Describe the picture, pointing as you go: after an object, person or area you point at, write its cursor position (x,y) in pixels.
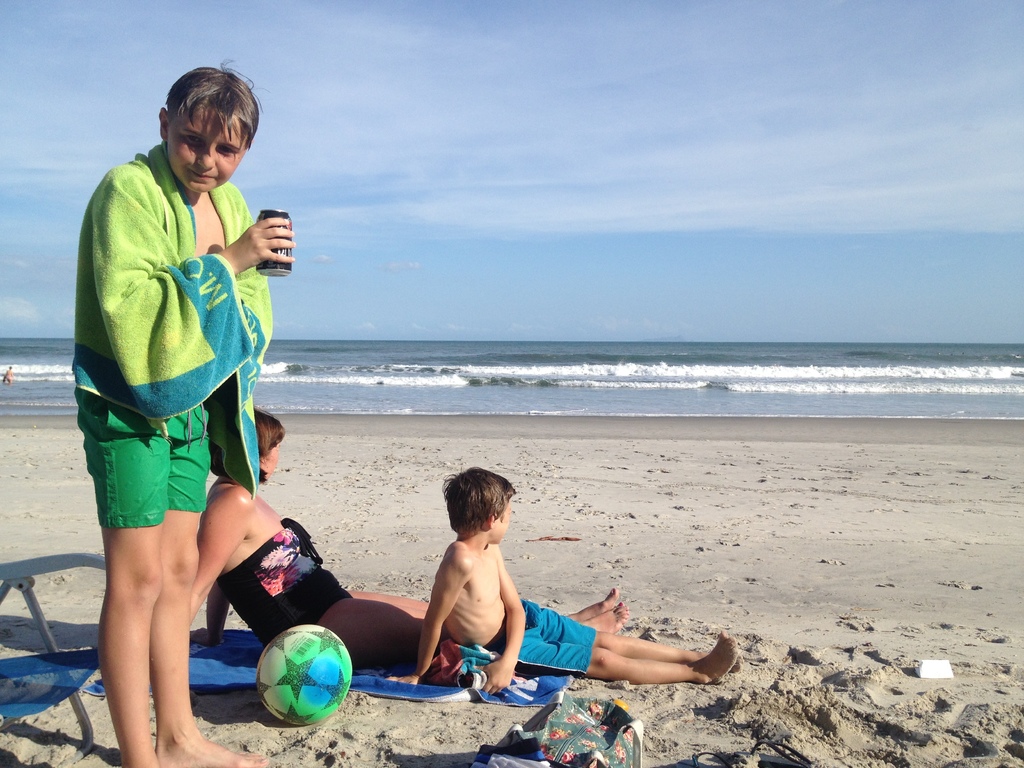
In this picture there is a person (146,469) wearing green short (150,479) is standing and holding a tin (257,266) in his hand (243,249) and there is a ball (339,670) and two persons (392,600) beside him and there is a chair (34,602) behind him and there is water (528,344) in the background (563,372).
